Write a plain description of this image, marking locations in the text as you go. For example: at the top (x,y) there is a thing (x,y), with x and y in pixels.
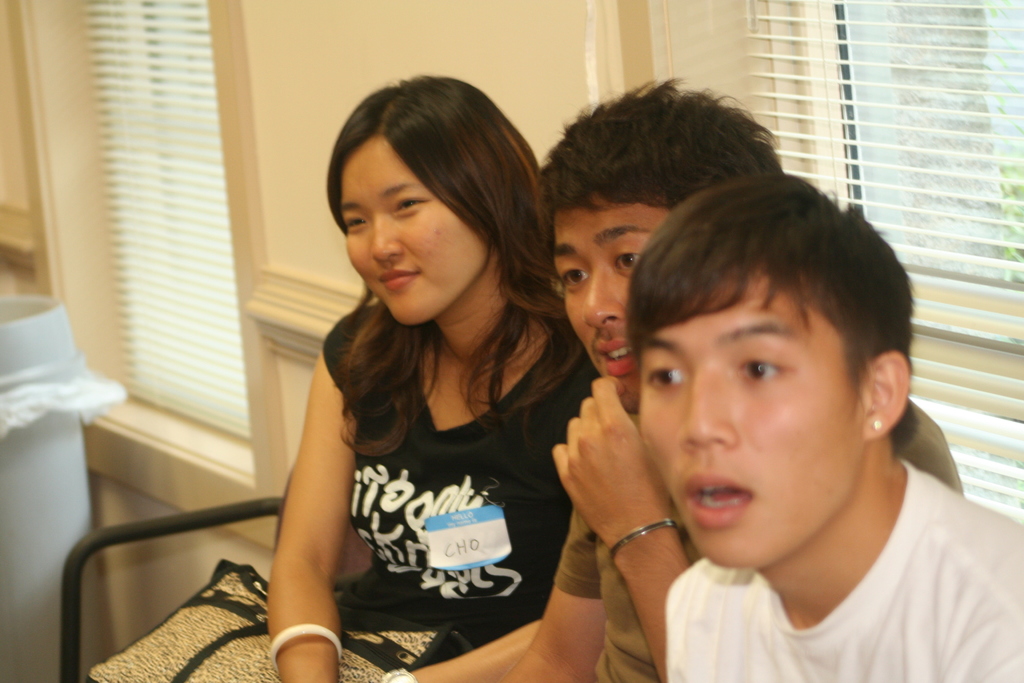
In the center of the image (444,286) there are person (392,293) sitting on the bench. On the left side of the image (246,121) we can see window (147,311) and dustbin (46,440). In the background (329,70) there is a wall (334,53) and window (881,150).
